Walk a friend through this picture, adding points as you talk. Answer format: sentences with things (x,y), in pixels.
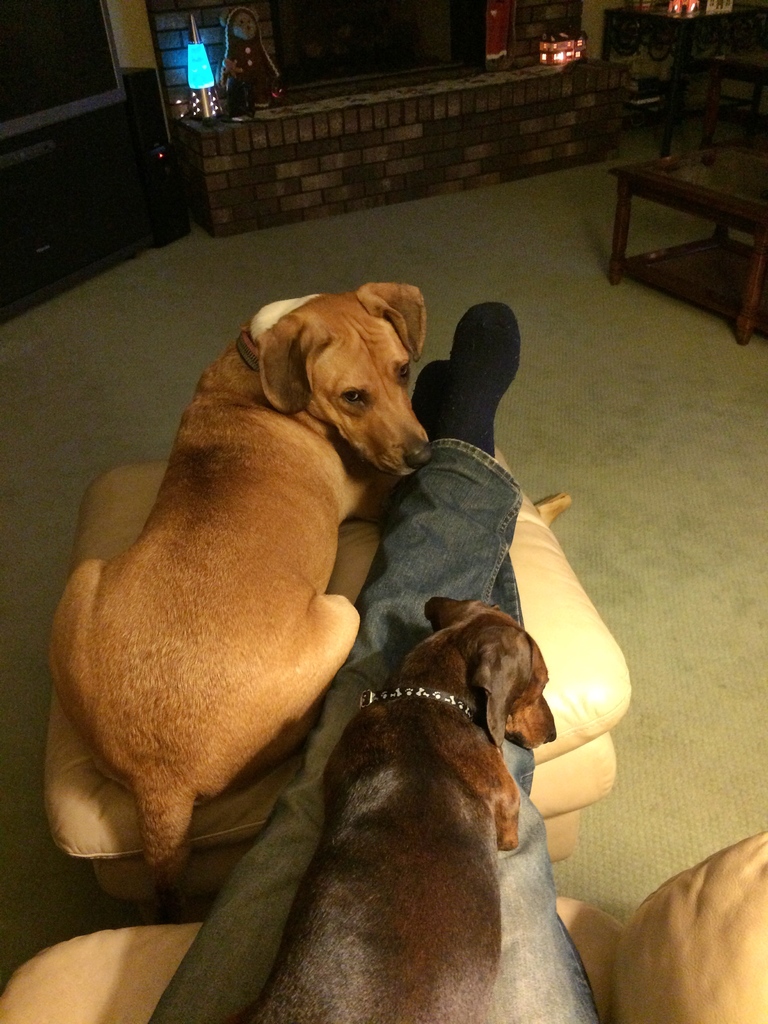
In this picture we can see a small wall (467,159) with bricks (374,161) and on the wall (277,128) we can see light (196,34) in blue colour. This is a floor (640,598). Here we can see two dogs (492,952) and one dog (447,747) is on the legs (470,537) of a human (498,1000). It is sitting. This is a television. This is a table (708,159) and chair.
